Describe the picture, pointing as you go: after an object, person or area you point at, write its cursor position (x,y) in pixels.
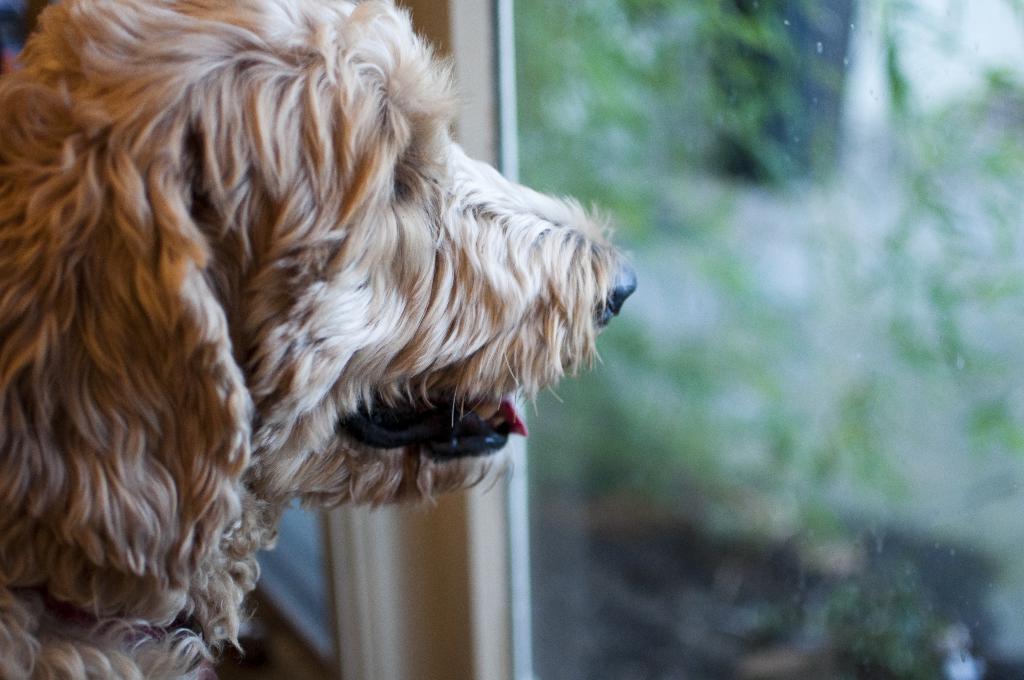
In this image there is a dog (514,199) looking outside the window (996,336).
